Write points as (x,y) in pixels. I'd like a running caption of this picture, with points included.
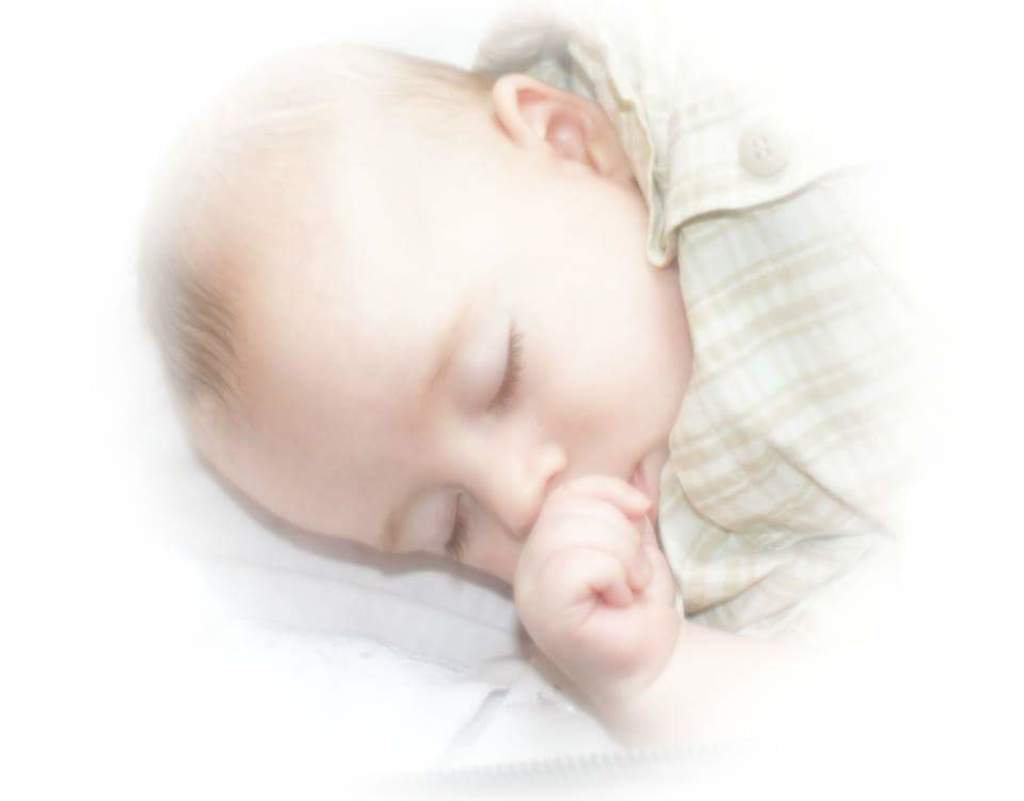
In this picture we can see a baby (527,374) and the baby (654,441) is sleeping.
